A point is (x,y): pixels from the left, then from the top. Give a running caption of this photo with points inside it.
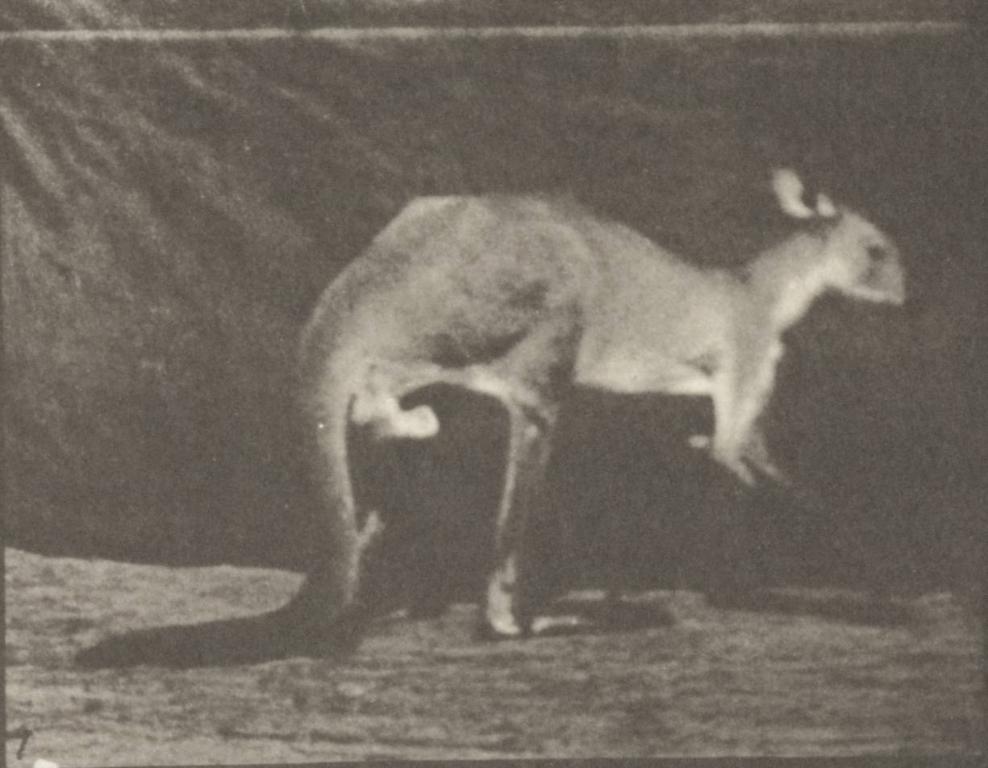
In this picture we can see a black and white photograph of the kangaroo (498,626) standing on the ground (429,667). Behind there is a black background (142,273).
